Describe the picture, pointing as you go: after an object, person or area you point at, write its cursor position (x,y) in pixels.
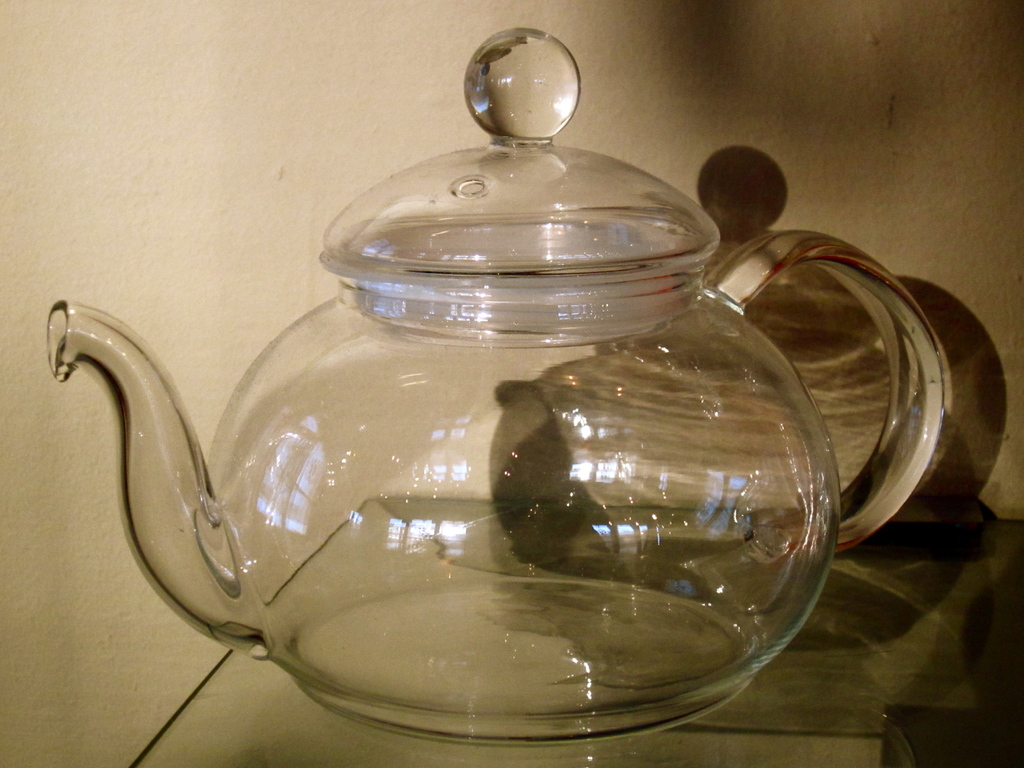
In this picture we can see a teapot (482,287) in the middle of the image (360,319).
